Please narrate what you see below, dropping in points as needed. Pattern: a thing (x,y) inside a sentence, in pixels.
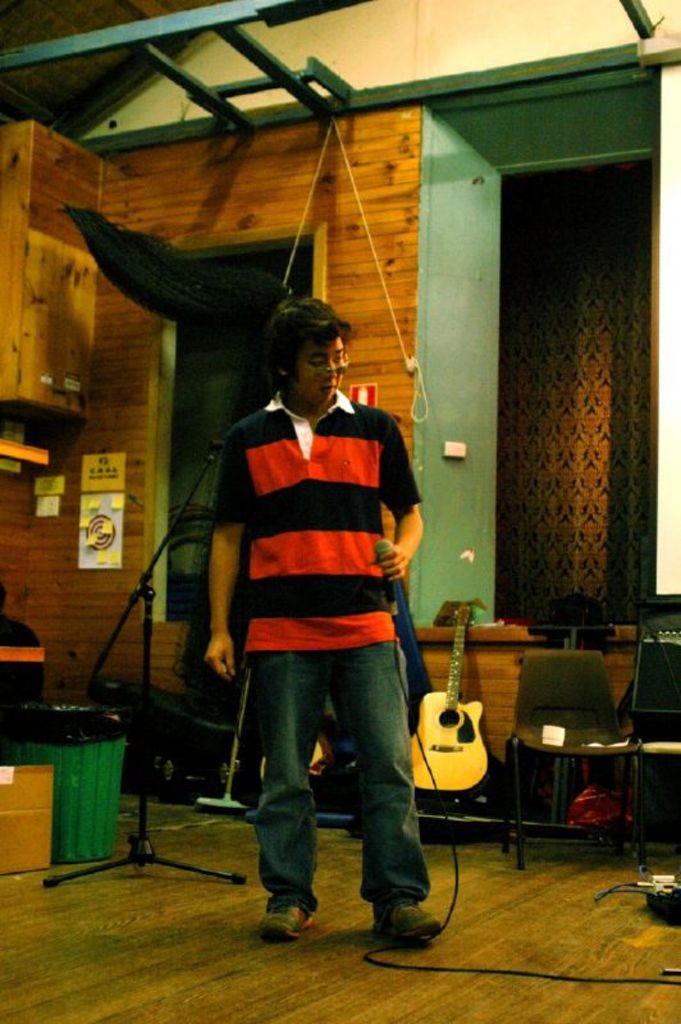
In this picture there is a man (375,516) and his holding some object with his left hand (408,548) and looking at the floor (548,932). In the background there is a wooden wall (197,166).
